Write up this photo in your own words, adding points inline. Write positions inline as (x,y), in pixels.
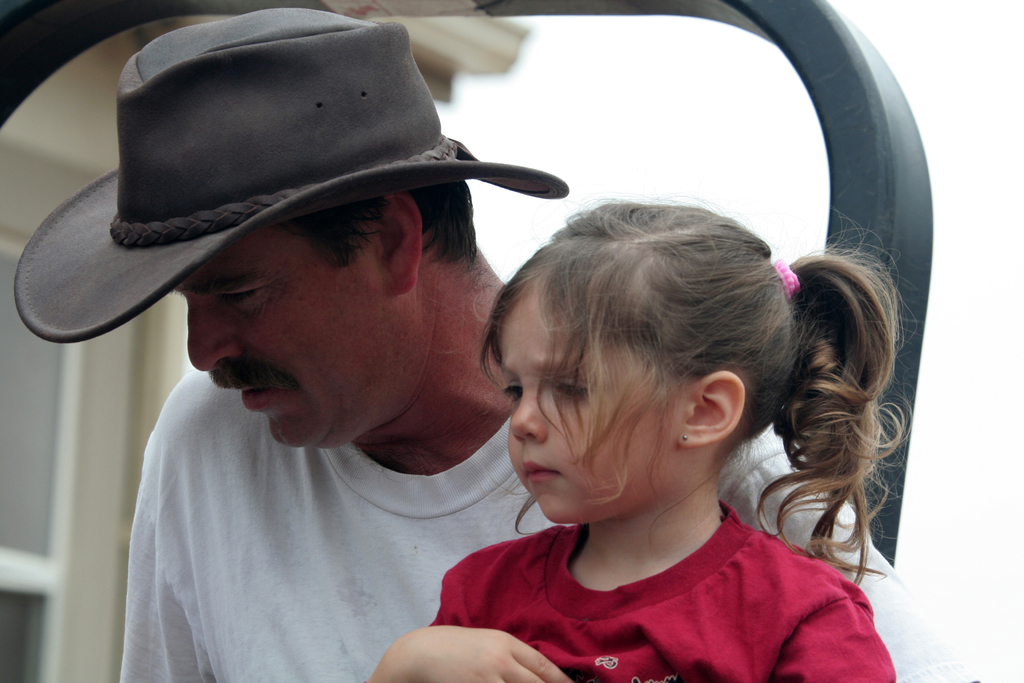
In the center of the image (421,291) we can see a girl (552,491) and person (289,392) wearing hat (167,229). In the background (749,113) we can see building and sky (635,156).
